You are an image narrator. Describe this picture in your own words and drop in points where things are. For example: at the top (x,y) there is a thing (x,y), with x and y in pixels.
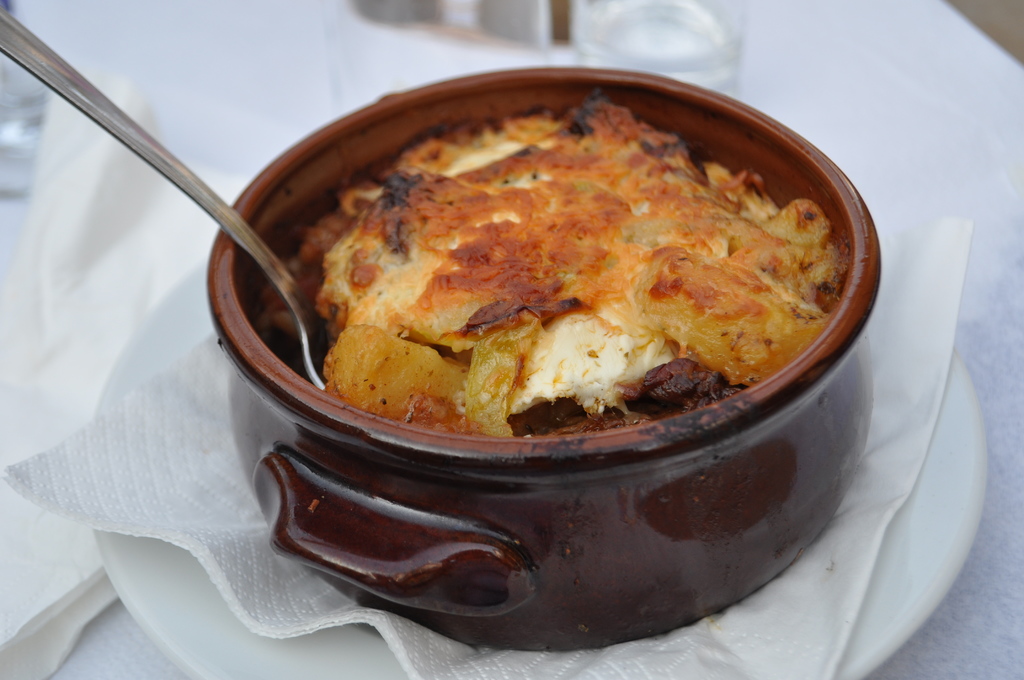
In this image I can see the food (430,275) in the bowl (659,495) and the food (650,307) is in brown and cream color and I can also see the spoon (303,307) and the bowl (659,538) is in maroon color and I can also see the plate (189,613) in white color.
